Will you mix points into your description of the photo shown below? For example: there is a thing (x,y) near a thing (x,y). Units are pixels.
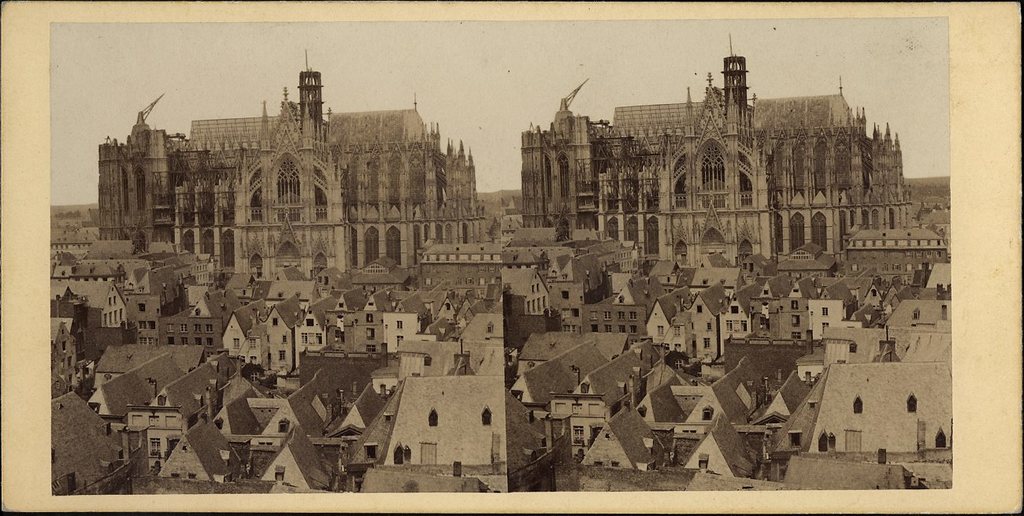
This is a collage of two images. In both images there are buildings (357,358) with windows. In the back (488,57) there is sky (349,63).
